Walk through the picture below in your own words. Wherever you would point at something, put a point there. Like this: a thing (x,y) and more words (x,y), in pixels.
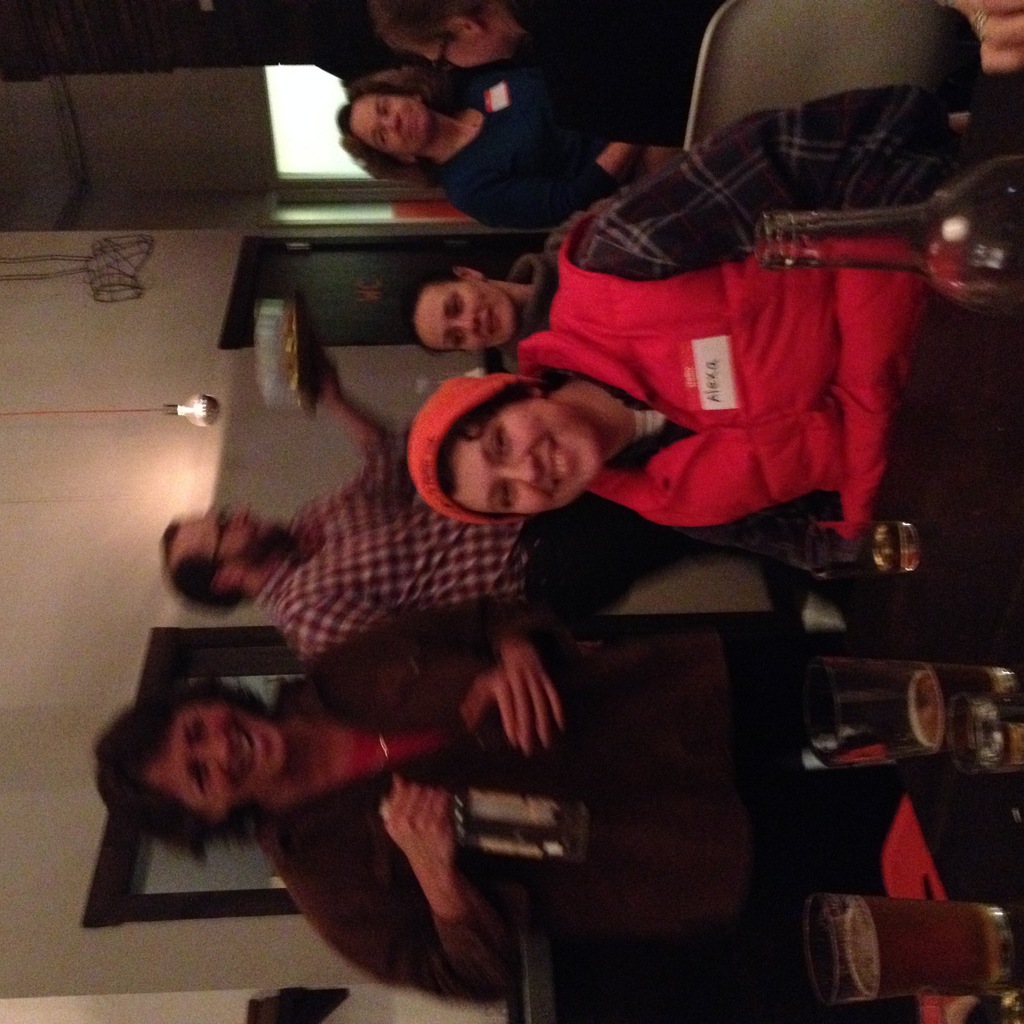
In this picture I can see few people (546,375) in front (699,275) and I see that a person (167,724) is holding a bottle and I see few of them are smiling. In the background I can see a man (394,542) holding a thing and on the left side of this image (149,296) I can see the wall (153,375) and a light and I see that there are few glasses (895,701) and a bottle (972,279) on the right side of this image (981,962).
